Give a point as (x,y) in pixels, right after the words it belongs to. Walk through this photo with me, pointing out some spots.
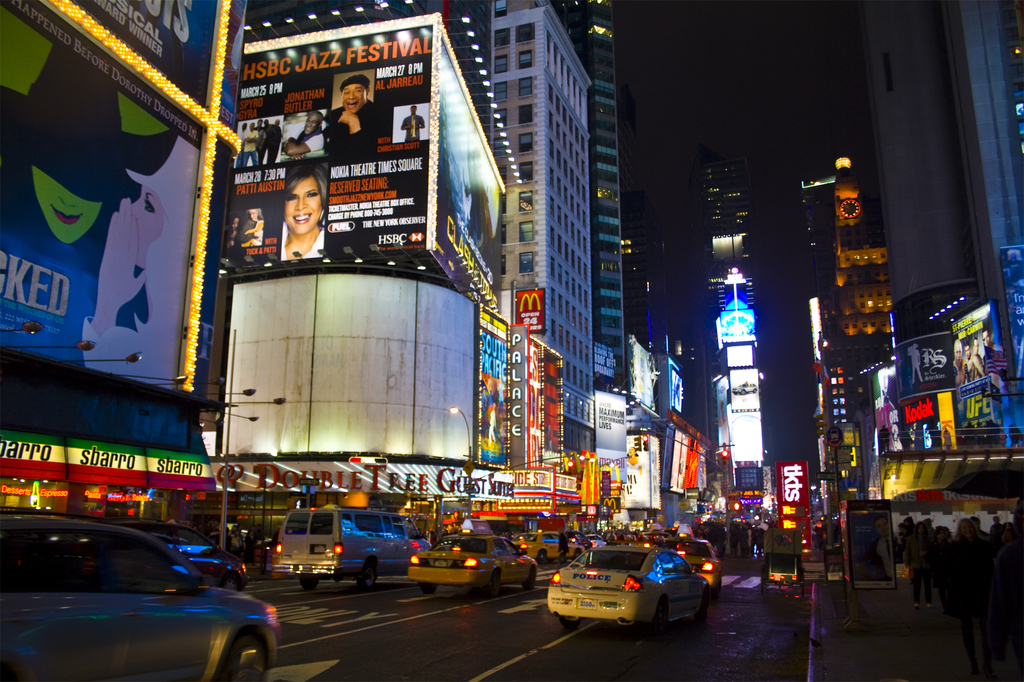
In this image we can see buildings (660,424), hoardings (394,245), vehicles (588,596), people (948,602), lights (521,508) and dark sky (706,96).
